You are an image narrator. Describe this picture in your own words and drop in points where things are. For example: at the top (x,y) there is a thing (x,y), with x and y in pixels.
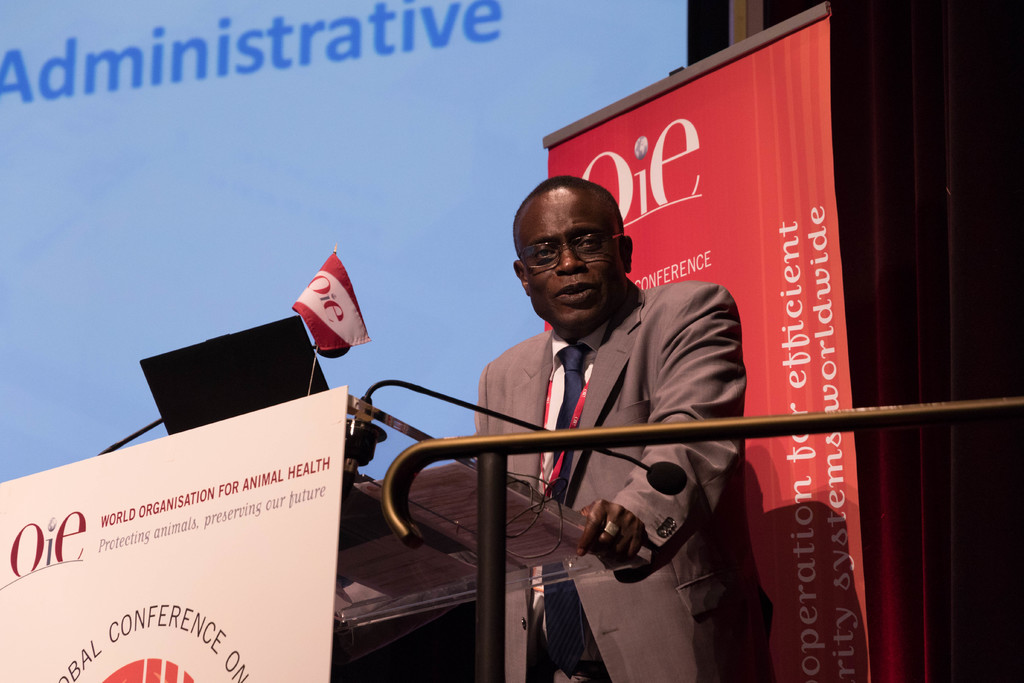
In this image I can see a person (639,341) standing in front of the podium (433,477). I can see the laptop (231,363), board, banner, flag (324,337) and the screen (363,107).
